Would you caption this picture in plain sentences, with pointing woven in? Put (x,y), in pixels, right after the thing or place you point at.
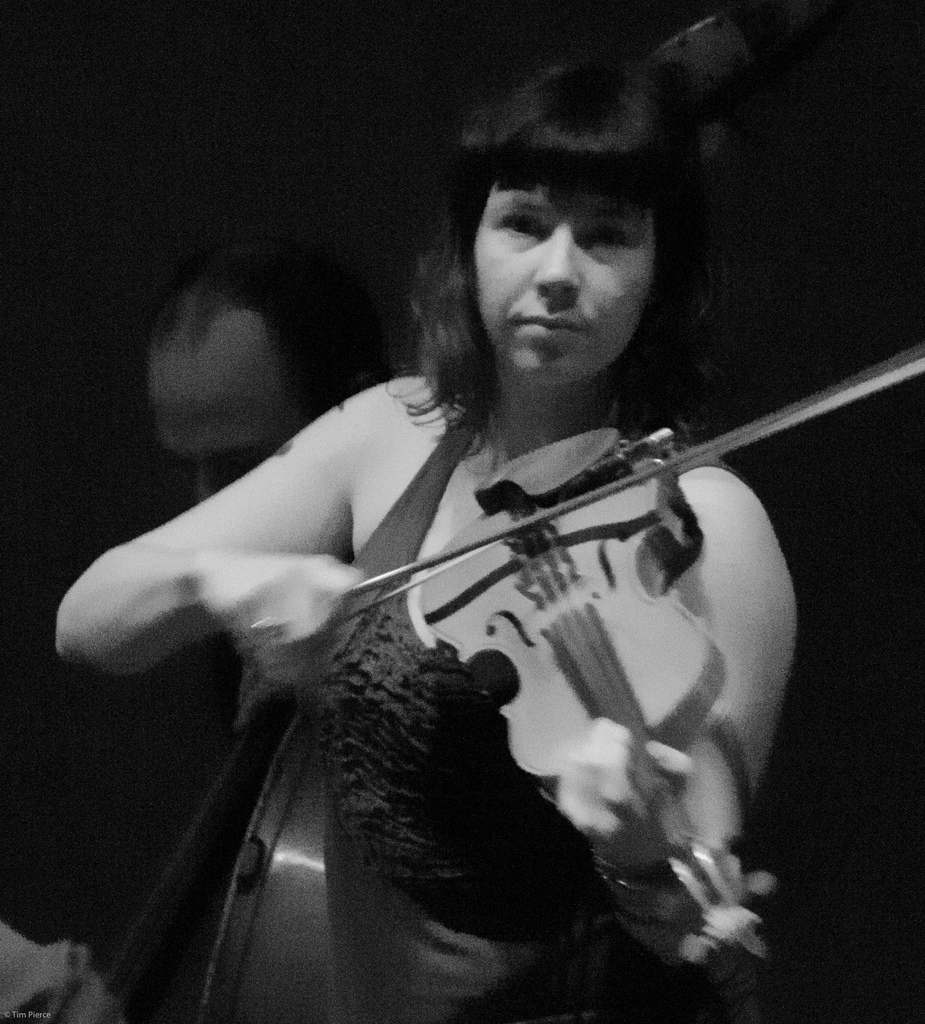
It is a black and white image, there is a woman (304,475) playing a violin (534,532) in the front (371,428) and behind her there is a man (229,458).
